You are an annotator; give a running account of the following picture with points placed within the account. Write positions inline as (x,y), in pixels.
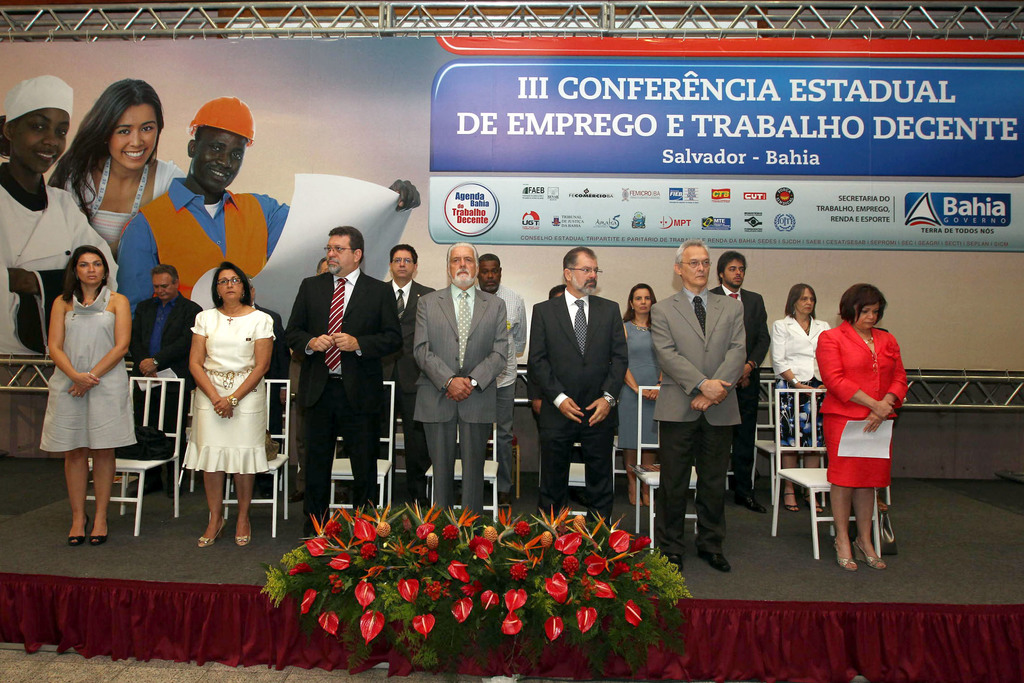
In the background (450,119) we can see banner truss (896,177). In this picture we can see the people (860,510) standing on the platform (971,504). We can see chairs (659,434). On the right side of the picture (869,473) we can see a woman (864,430) is holding a paper (879,431). At the bottom portion of the picture (500,596) we can see flowers (519,627) and leaves (569,613).
